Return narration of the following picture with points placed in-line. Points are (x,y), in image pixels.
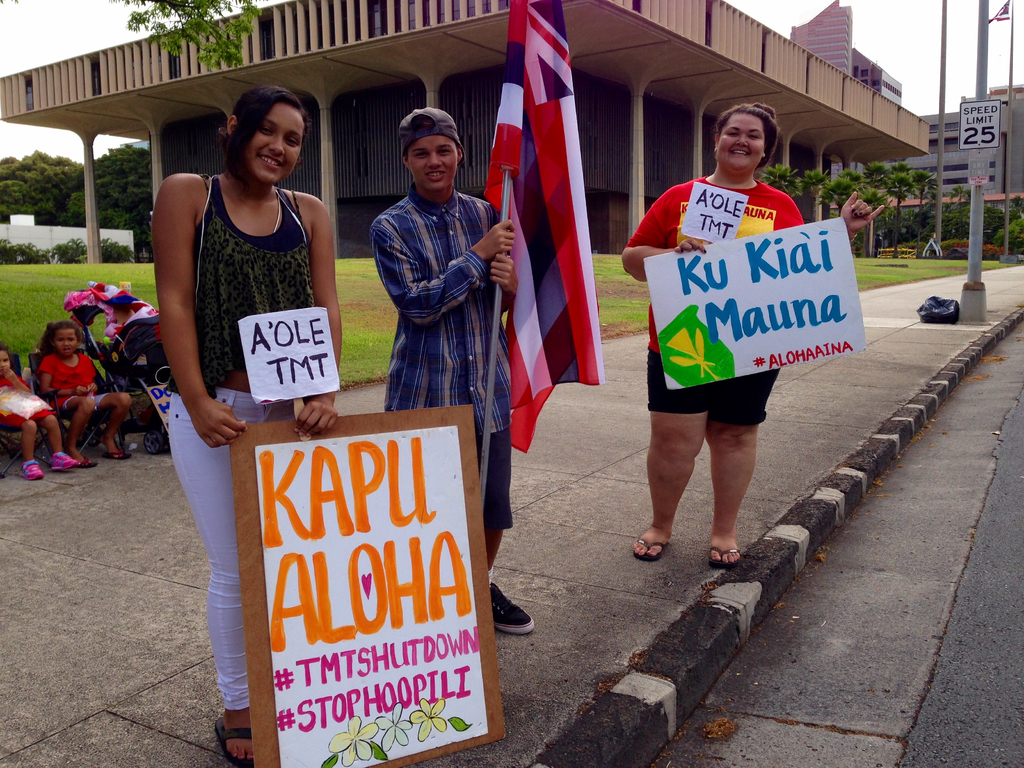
There are two woman (732,137), smiling, holding hoardings (749,293) and standing on the footpath (114,741). In between them there is a boy (406,325), holding a flag (564,264), smiling and standing on the footpath (540,618). In the background (8,387), there are two children (18,377), sitting on chairs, there is a grass (90,265) on the ground (366,284), there are buildings (950,192), trees (134,177) and there is a sky (37,136).
